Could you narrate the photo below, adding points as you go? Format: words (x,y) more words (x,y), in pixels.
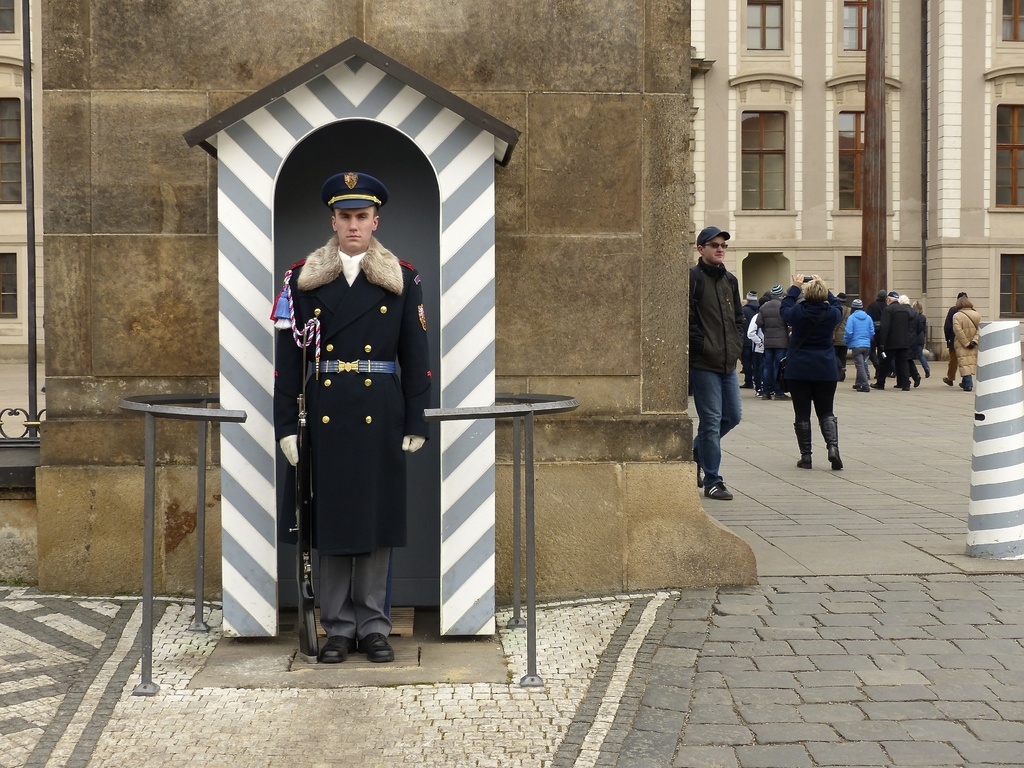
Here we can see a man (360,371) is standing by holding a gun (308,464) in his hand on the ground (414,632) at a small room (399,555) covered by a metal fence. In the background (140,47) there is a wall (170,3), fence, poles (874,293), buildings (6,344), windows (854,23) and few persons (783,343) are walking on the ground (824,473).
